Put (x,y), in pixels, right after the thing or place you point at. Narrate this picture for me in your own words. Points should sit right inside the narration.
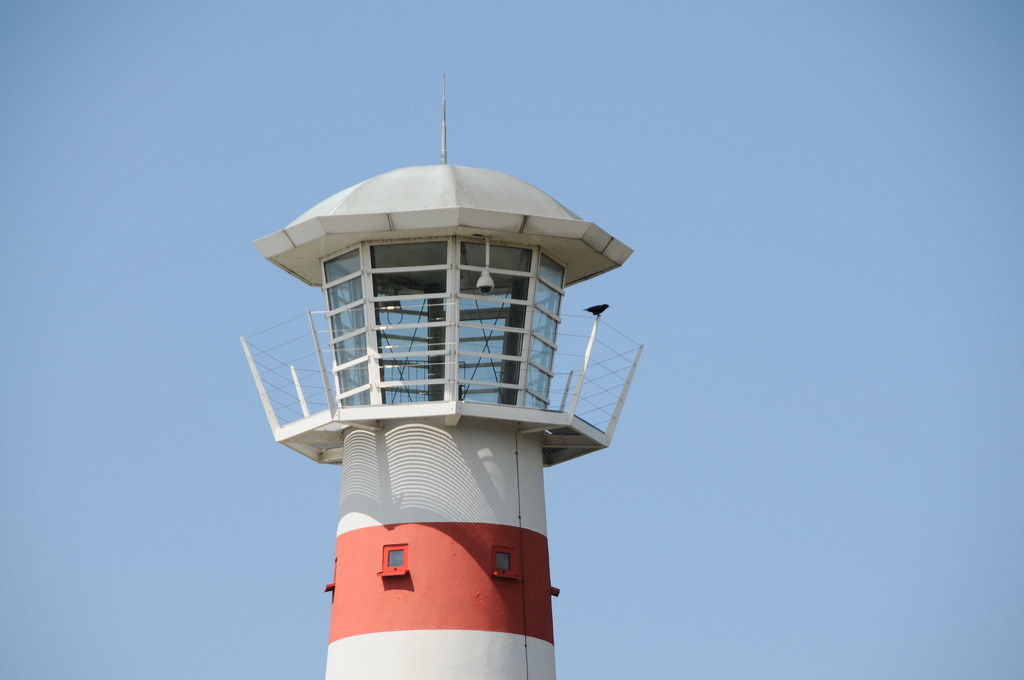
This picture is clicked outside. In the center (448,266) we can see a tower (413,505) and we can see an object (488,289) seems to be a camera (482,278) hanging on the roof (483,239) of the tower (502,251). On the right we can see the bird (592,314). In the background (789,331) we can see the sky (746,349).
